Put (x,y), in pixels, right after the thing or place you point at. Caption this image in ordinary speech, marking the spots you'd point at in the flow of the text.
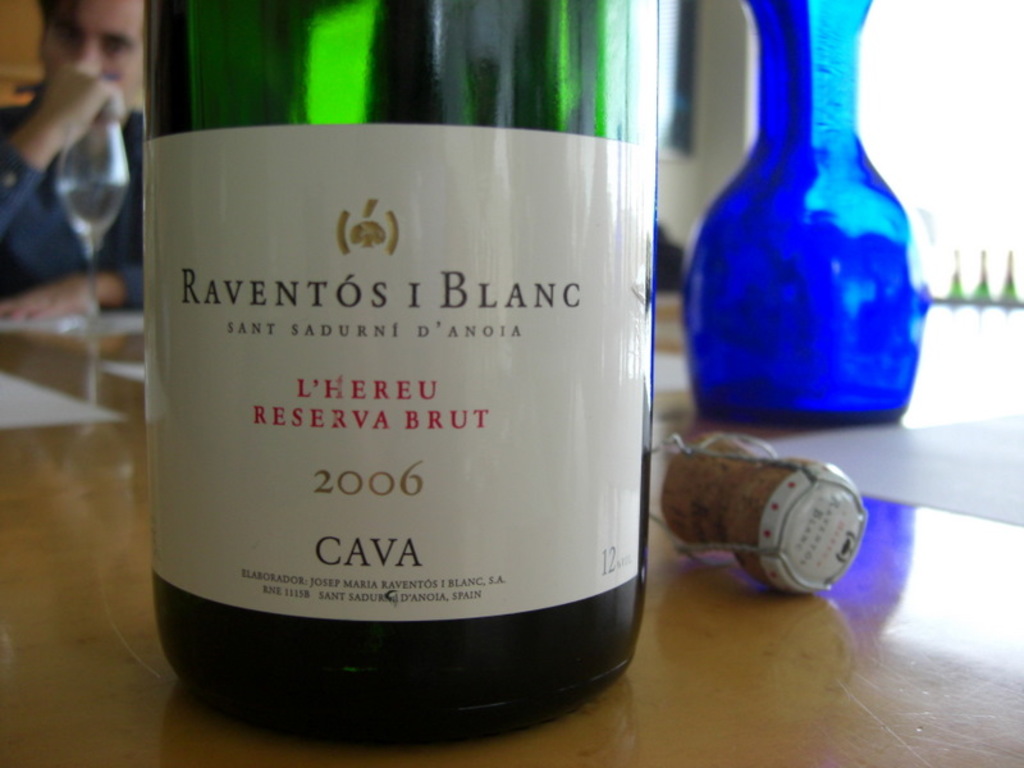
There is a half picture of a bottle (328,709) on the table (816,602) which is in green color and the label (587,288) is in white color and also a jar (804,135) of blue color is on the table (0,495).
